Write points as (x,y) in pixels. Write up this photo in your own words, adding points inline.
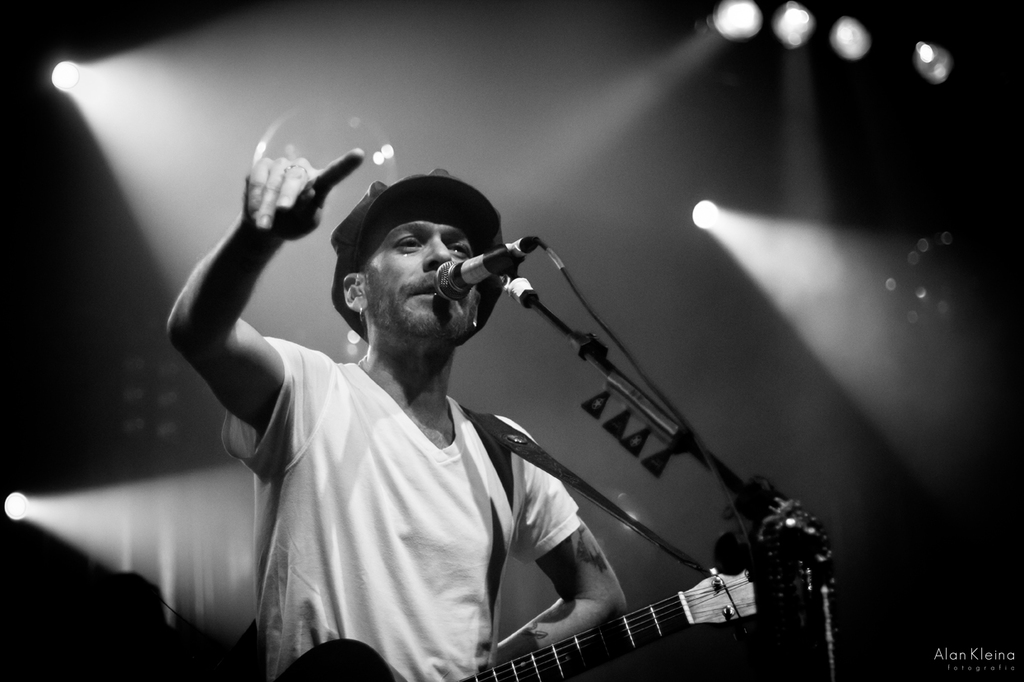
This is a black and white picture. The man (362,425) in white t shirt (376,537) holding a guitar (570,644) and singing a song in front of the man (419,353) there is a microphone (460,290) with a stand (647,417). Background of this man (360,475) is a lights (805,35).
